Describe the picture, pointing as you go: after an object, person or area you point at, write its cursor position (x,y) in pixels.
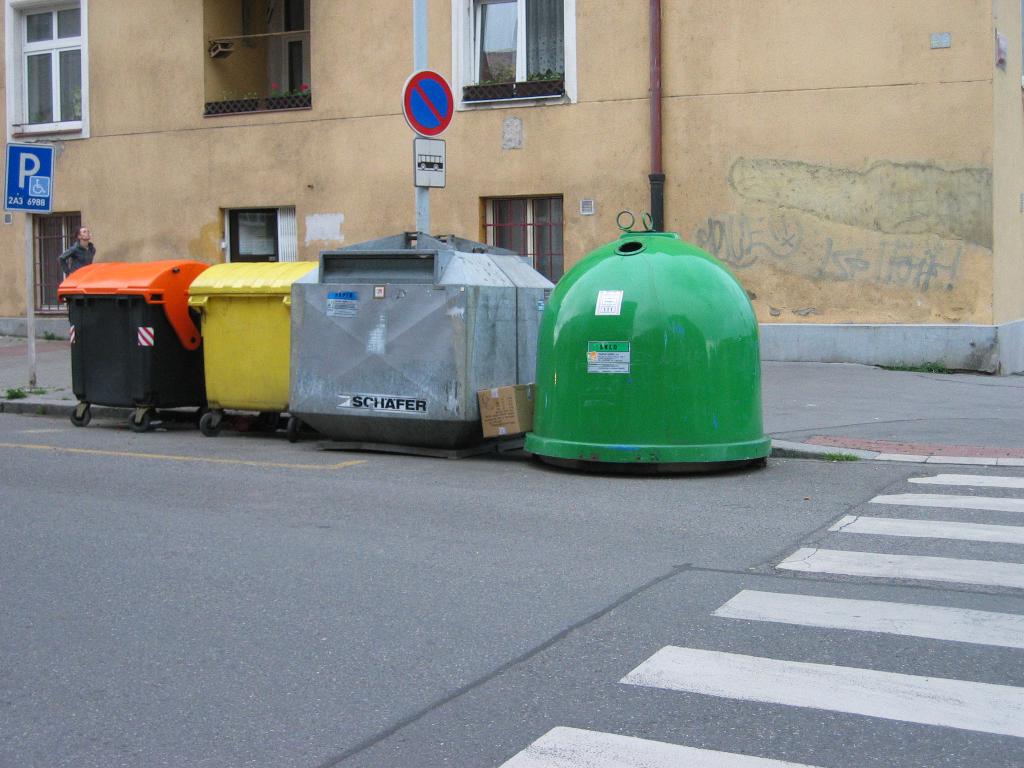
This picture is taken beside the road (447,463). On the road (498,480), there are dustbins (345,351) which are different shapes and colors. Behind the dustbin (402,246), there is a sign board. Towards the left (29,343), there is a board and a person (86,248). At the bottom (661,633), there is a road (673,636). On the top (237,46), there is a building (479,152) with windows (464,62).
